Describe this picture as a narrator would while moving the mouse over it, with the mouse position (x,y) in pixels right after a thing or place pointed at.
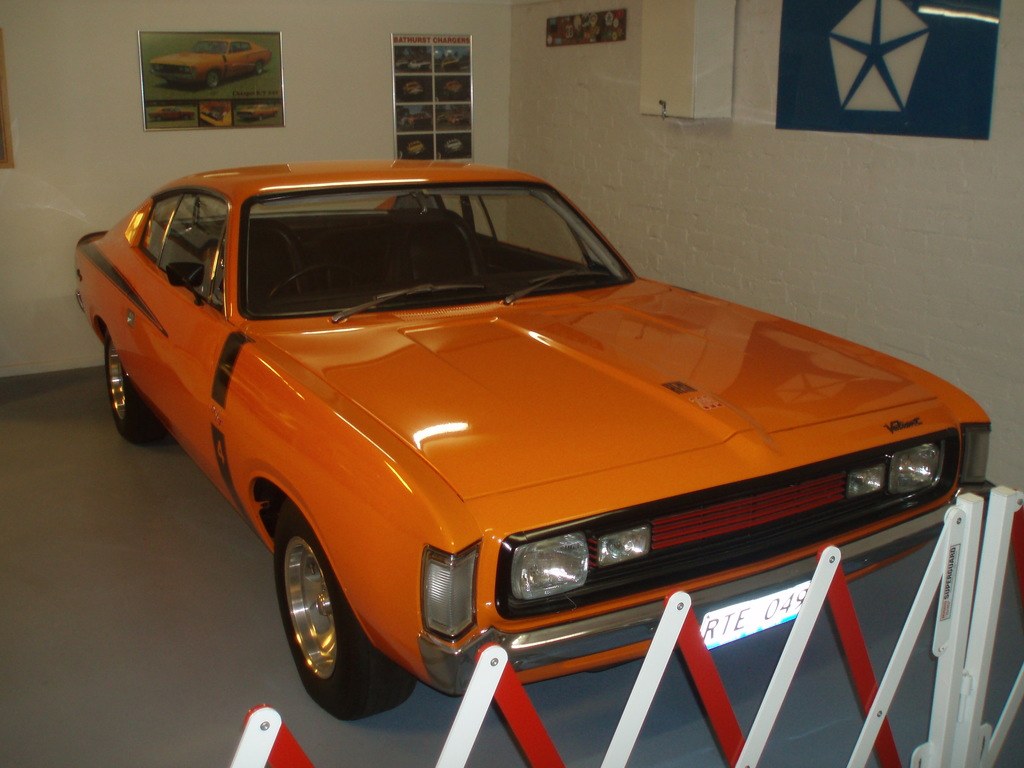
In this picture I can see a car (517,518) on the ground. In the background (427,44) I can see photos (409,51), white color object (669,68) and some design (872,73) on the wall (681,158). The wall (325,120) is white in color. In the front of the image (945,644) I can see a fence (763,706).
